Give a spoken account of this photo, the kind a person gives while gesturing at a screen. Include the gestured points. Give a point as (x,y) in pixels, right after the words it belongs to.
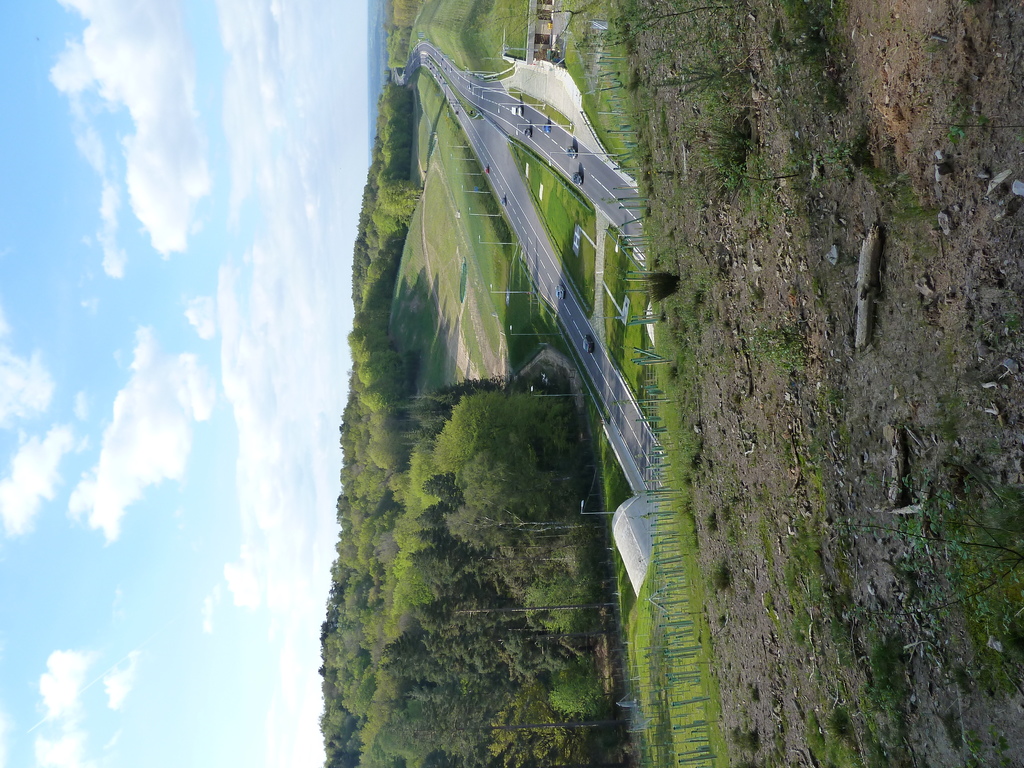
In this image we can see a road (519,239) on which there are vehicles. There are poles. There are trees (424,509). In the background of the image (285,112) there is sky (238,554) and clouds (253,315). At the bottom of the image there is soil (813,542).
